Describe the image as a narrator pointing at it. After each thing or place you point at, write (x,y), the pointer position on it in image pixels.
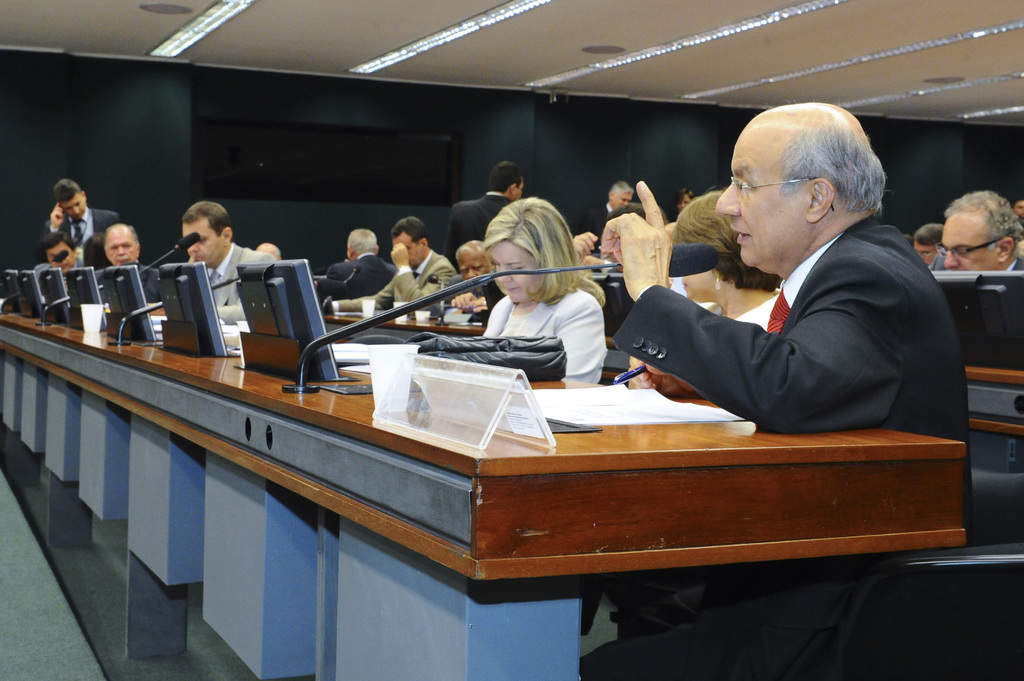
In this image we can see people (361,264) are sitting on the chairs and we can see few people (55,201) are standing. Here we can see monitors (317,305), mike's (346,333), bag (464,338), papers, tables (646,498), and few objects (457,433). In the background (66,126) we can see wall (958,147), ceiling (900,36), and lights (1004,78).
